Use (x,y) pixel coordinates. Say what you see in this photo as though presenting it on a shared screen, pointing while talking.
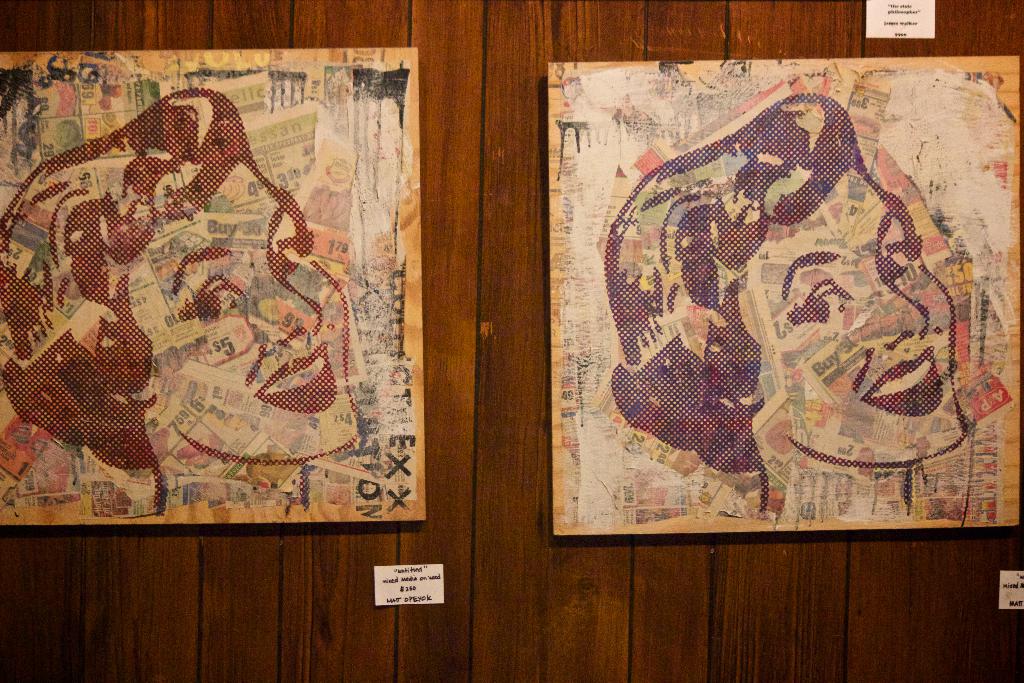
In this image I can see two boards (410,96) on the wall (460,71) and on it I can see paintings (171,203). I can also see three white colour things (909,26) on the wall (356,634) and on it I can see something is written.
